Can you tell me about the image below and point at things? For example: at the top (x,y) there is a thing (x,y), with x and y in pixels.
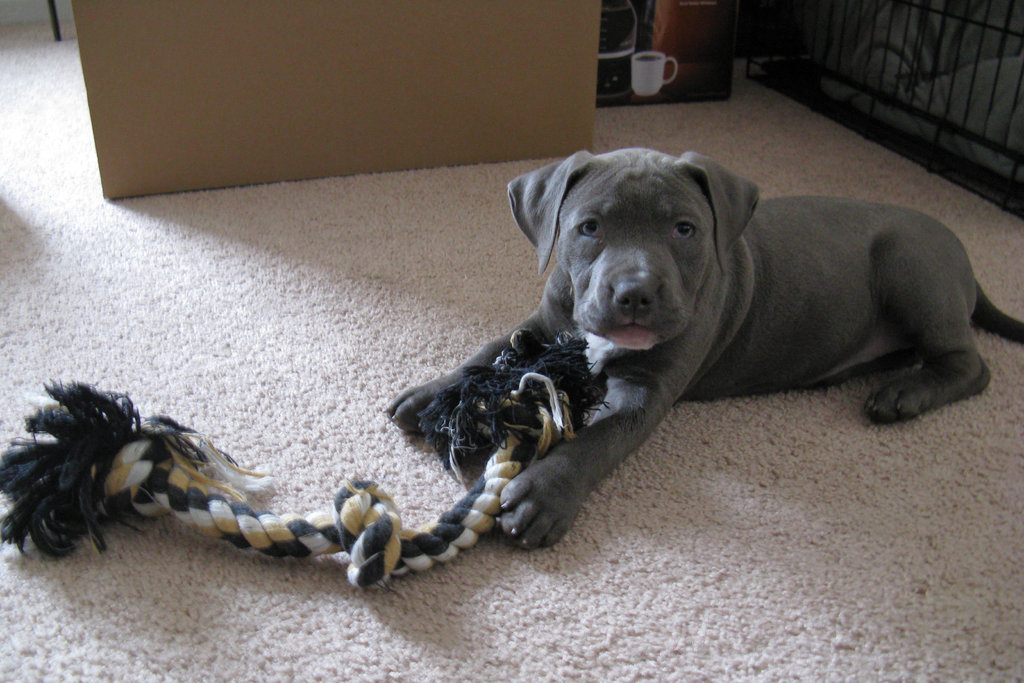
There is a dog (601,422) and a rope (95,506) on the carpet (584,606). Here we can see a cup (635,74) on the box (717,78).
